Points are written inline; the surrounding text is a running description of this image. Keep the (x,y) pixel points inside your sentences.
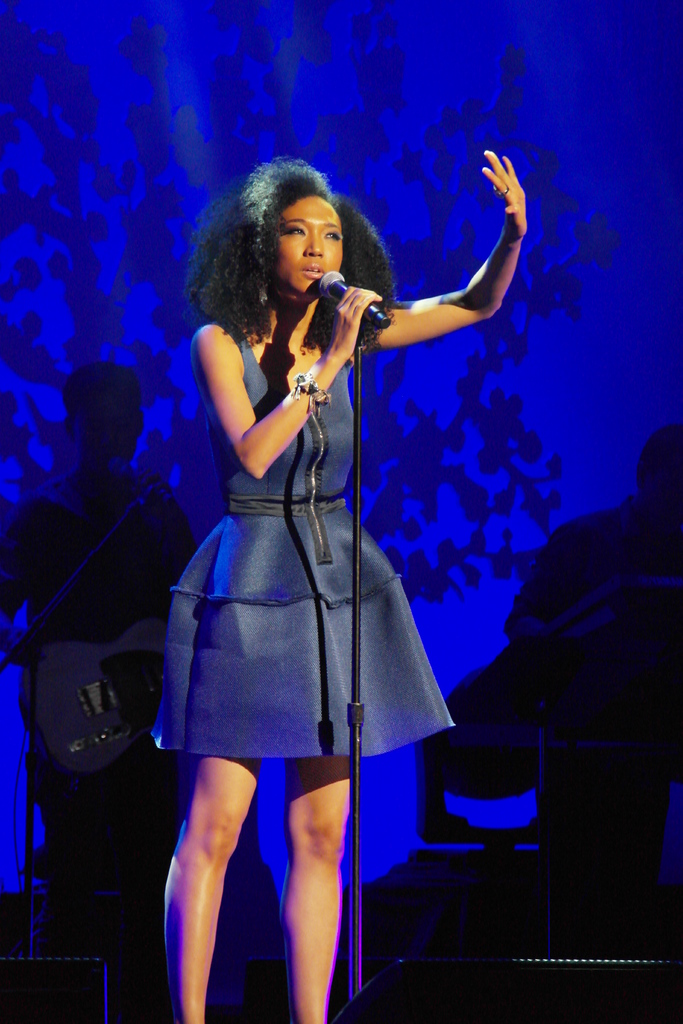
In this image I can see a woman (429,329) holding a mike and standing in the center of the image (246,572). I can see some other people (72,527) behind her with a blue background (79,511) in the dark.
